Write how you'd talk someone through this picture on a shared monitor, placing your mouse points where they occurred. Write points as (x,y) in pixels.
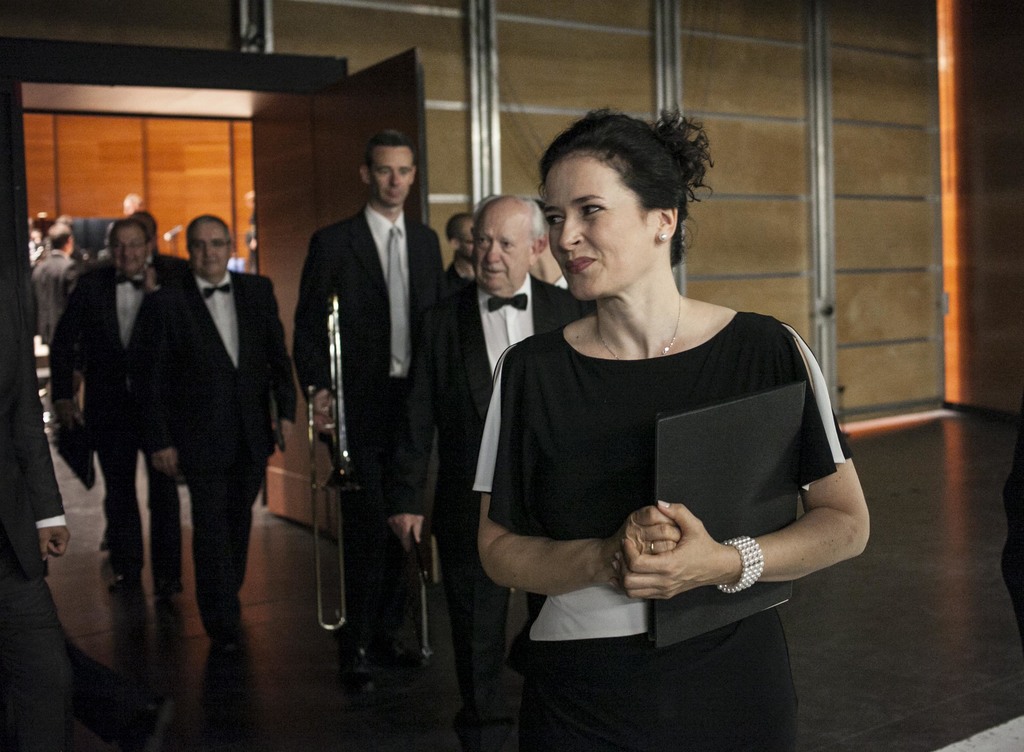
In this image I can see group of people (588,403). In front (580,417) the person (645,412) is wearing black color dress (728,638) and holding the folder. In the background (528,67) I can see the wooden wall (735,98) and the wall (545,111) is in brown color.
